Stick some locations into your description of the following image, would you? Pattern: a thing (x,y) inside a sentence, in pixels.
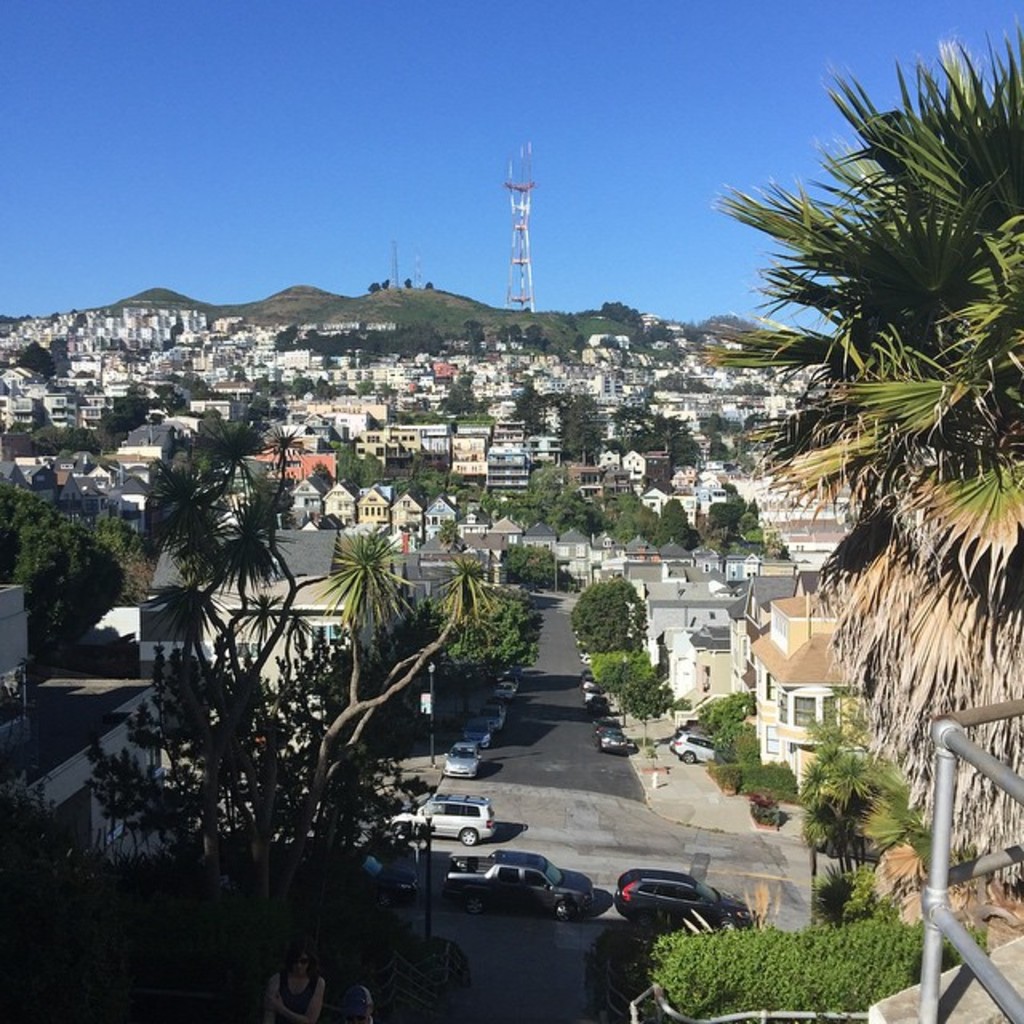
This image is taken outdoors. At the top of the image (283,112) there is a sky (669,100). In the middle of the image (606,666) there are many trees (50,531) and plants (851,958) and there are many houses (242,351) and buildings (324,400). In the middle of the image (561,659) there is a road (539,732) and a few cars (565,895) are parked on the road (612,785).
